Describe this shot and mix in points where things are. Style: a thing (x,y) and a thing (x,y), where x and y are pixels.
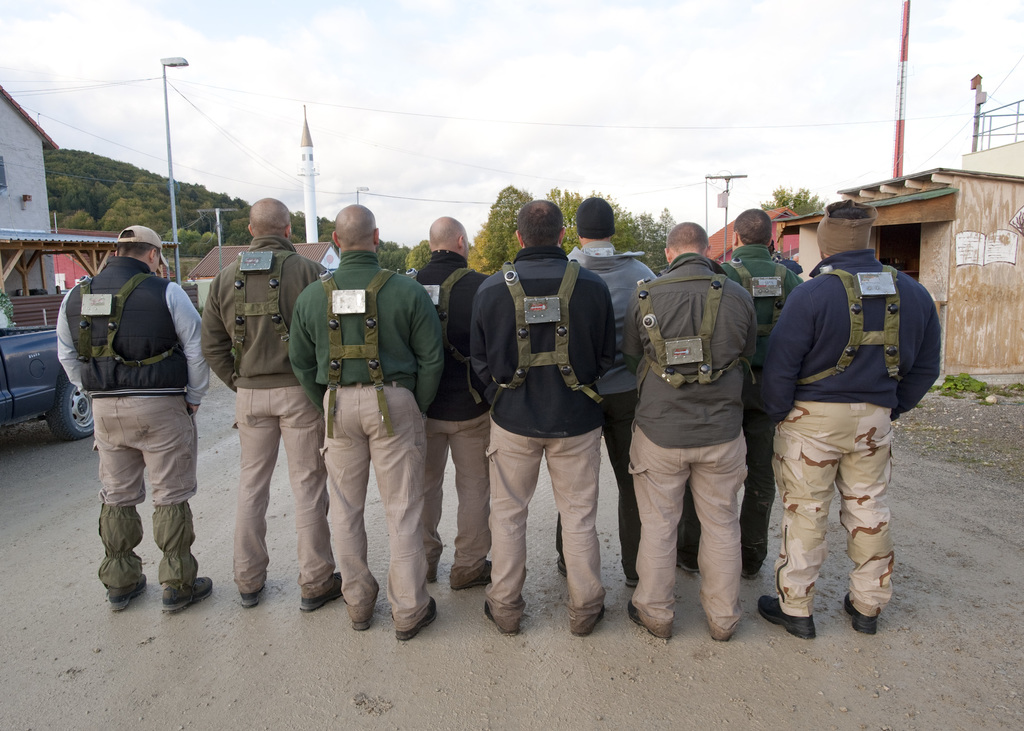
In this picture there are men (674,412) those who are standing in the center of the image (487,273) and there are houses (923,201) and trees (62,165) in the background area of the image (495,258), there is a car (48,387) on the left side of the image (38,377).
